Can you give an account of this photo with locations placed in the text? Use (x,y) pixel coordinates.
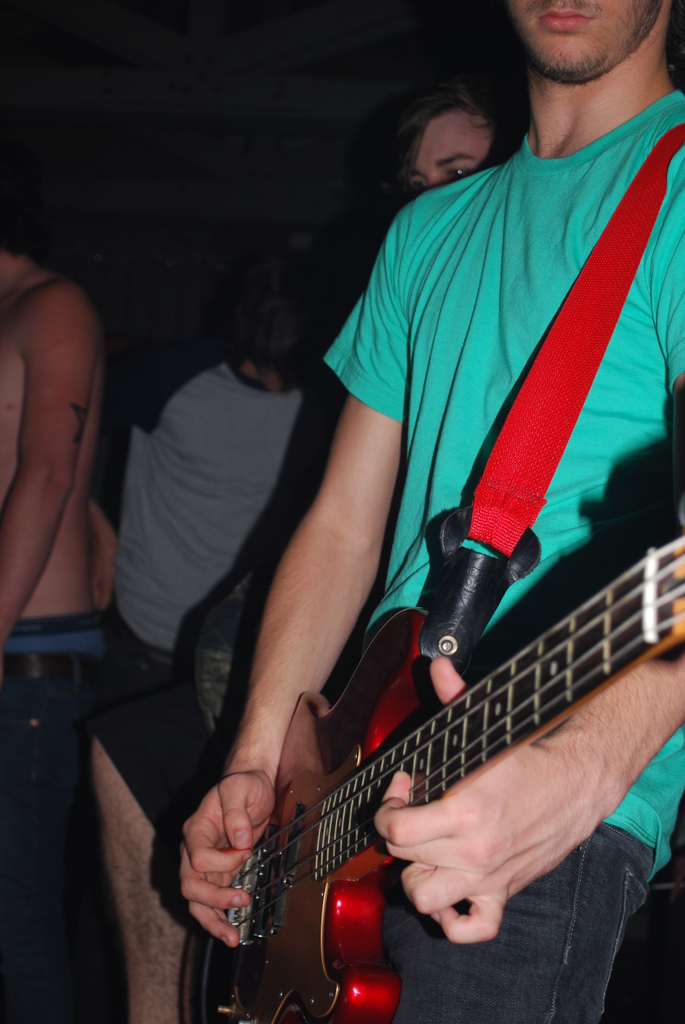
This persons (277,338) are standing. Front this person (574,276) is holding a guitar (323,878).
